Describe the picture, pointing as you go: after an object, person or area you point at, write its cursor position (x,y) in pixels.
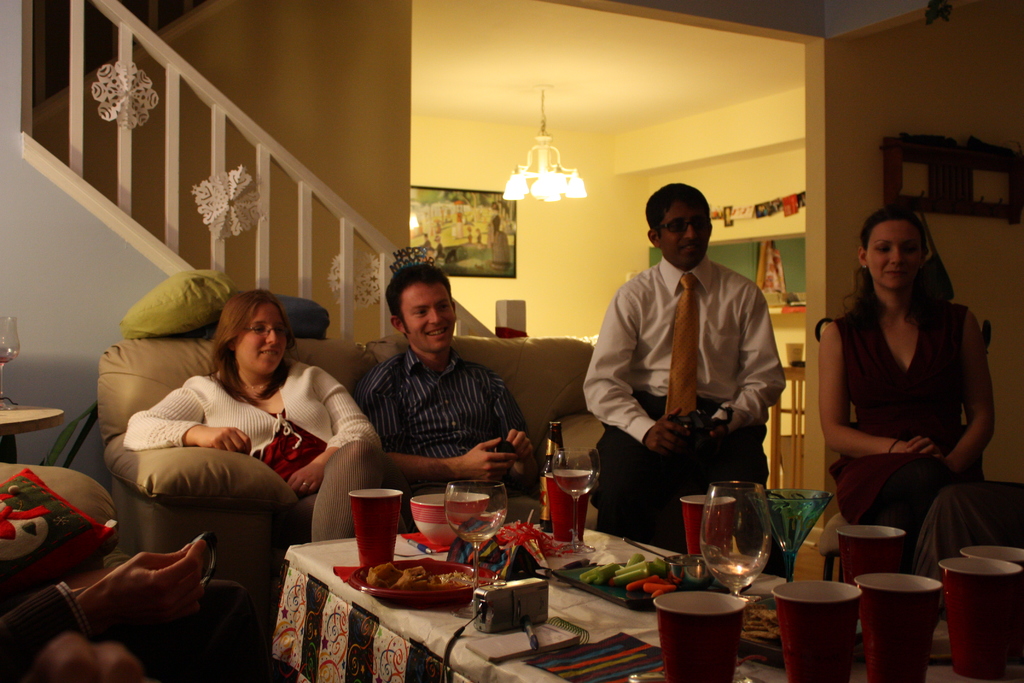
In the middle of an image (459,432) there is a table (586,672), there are glasses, plates (435,593), food (426,583) on this table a woman (266,432) and a man (445,371) are sitting on the sofa (572,432) and he is smiling. Right side of an image (850,462) there is a woman (838,465) who is smiling behind her there is a wall (577,259) and light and in the left side of an image (174,184) there is a staircase (215,159).
